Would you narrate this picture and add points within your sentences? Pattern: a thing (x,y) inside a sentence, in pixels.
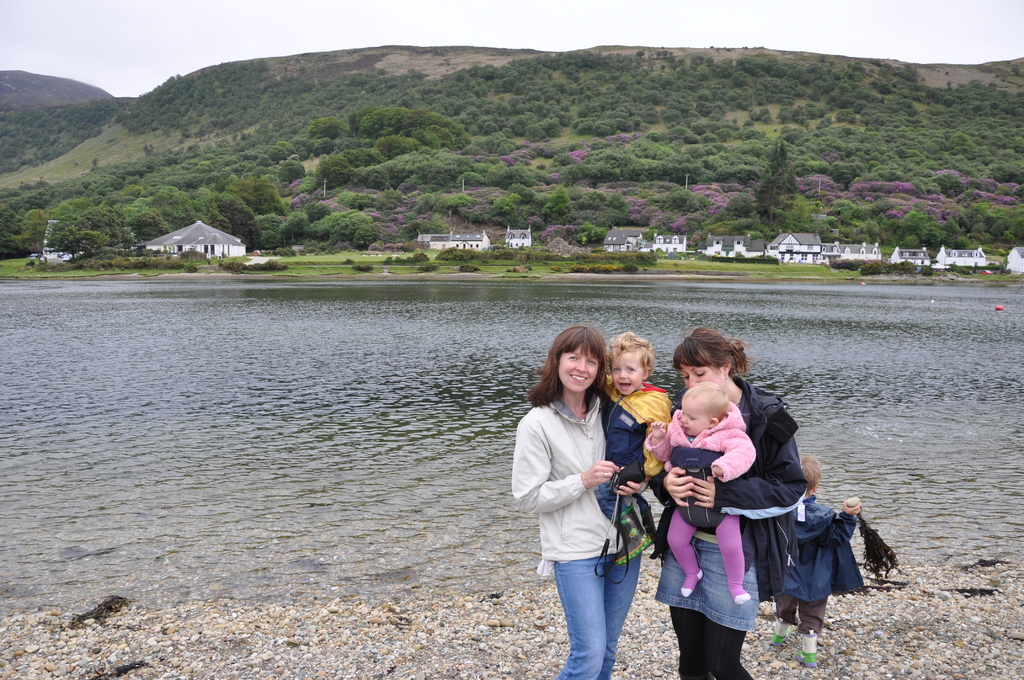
In the picture we can see two women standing and holding their babies (644,439) and behind them we can see a baby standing on the stones surface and near it we can see water (494,379) and far from it we can see a grass surface (202,262) with plants (235,267), trees (236,171), houses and hills (382,192) with trees (452,107) and behind it we can see a sky (1021,55).
